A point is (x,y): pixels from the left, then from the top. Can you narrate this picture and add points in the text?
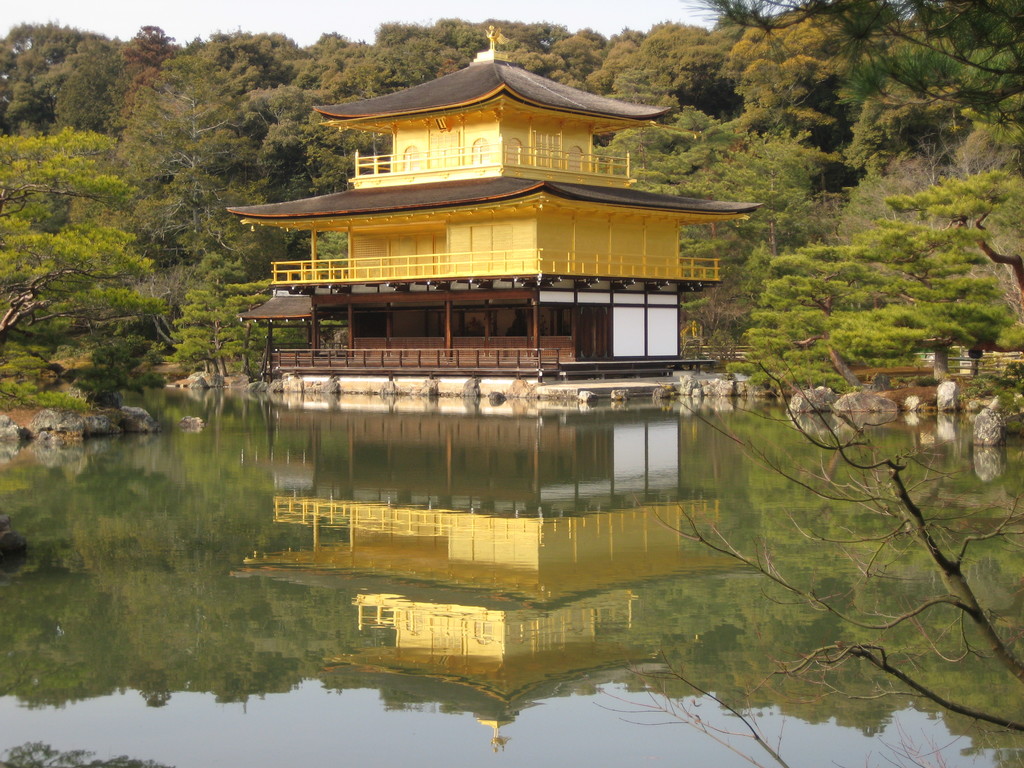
In this image in the water body (789,529) there is a building (467,279). This is the water body (509,398). Few stones (42,423) are around the place. In the background (123,147) there are trees (850,188). The sky (199,13) is clear.
